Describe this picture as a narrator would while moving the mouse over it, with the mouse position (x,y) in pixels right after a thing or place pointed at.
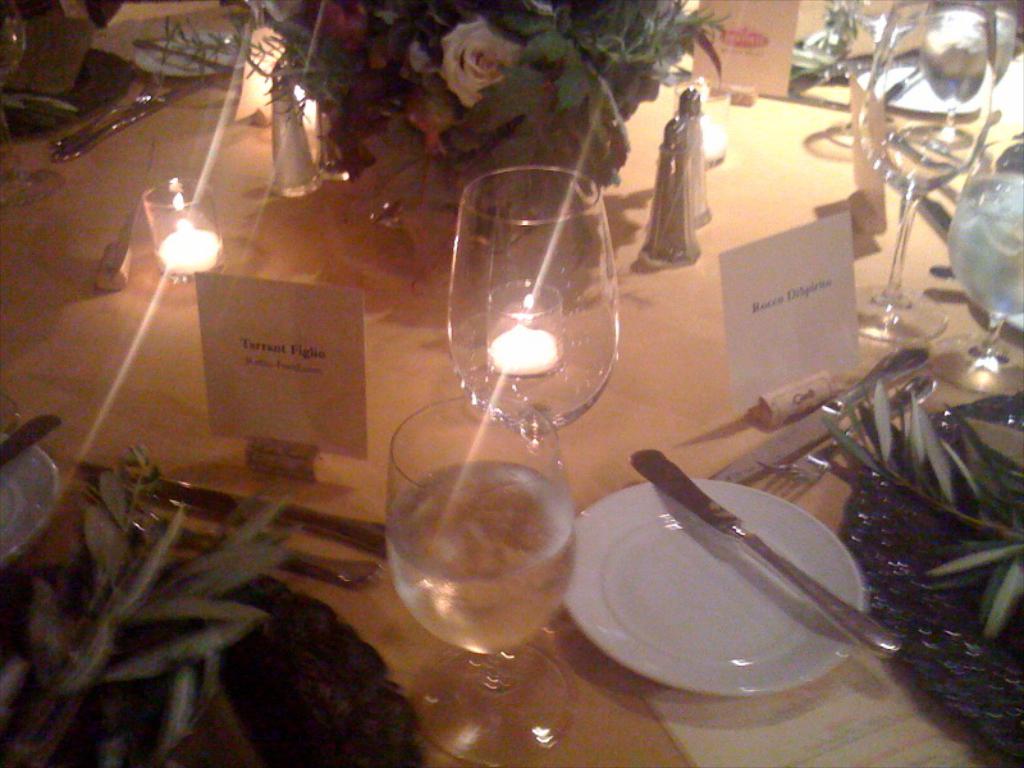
In the middle of the image (645,314) there is a table (706,305) on the table (684,282) there are some candles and there are some glasses (892,140) and there are some plates (736,495), spoons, forks (784,474). Top of the image (488,20) there is a bouquet (478,93).
